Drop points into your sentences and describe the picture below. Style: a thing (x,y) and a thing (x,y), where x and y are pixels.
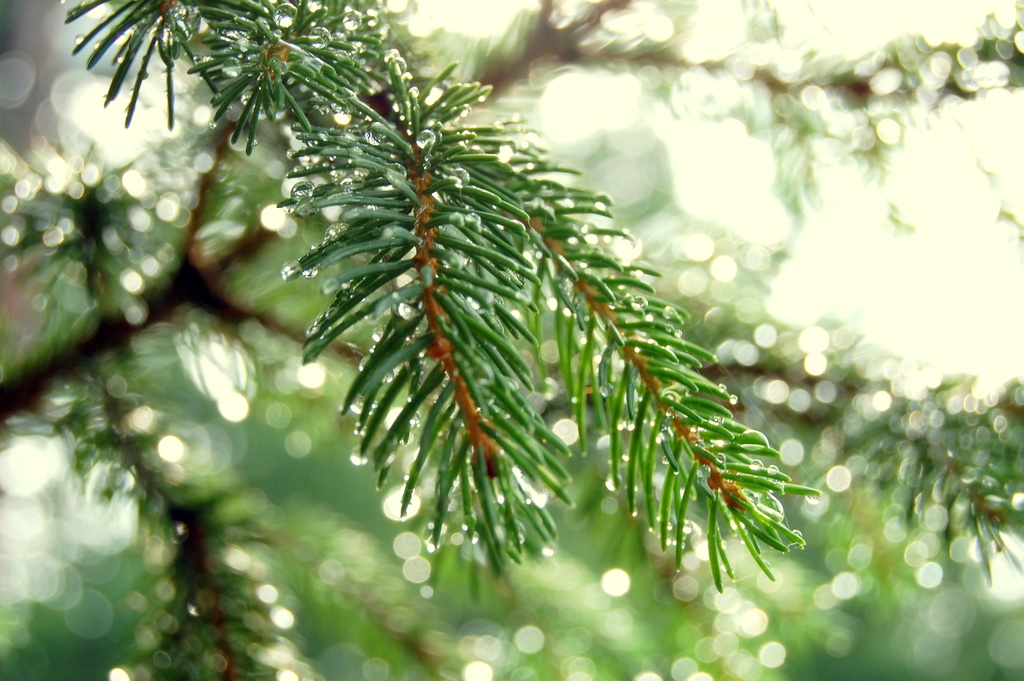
In this image we can see a tree (393,223) with water droplets (641,301). The background of the image (721,229) is slightly blurred.
